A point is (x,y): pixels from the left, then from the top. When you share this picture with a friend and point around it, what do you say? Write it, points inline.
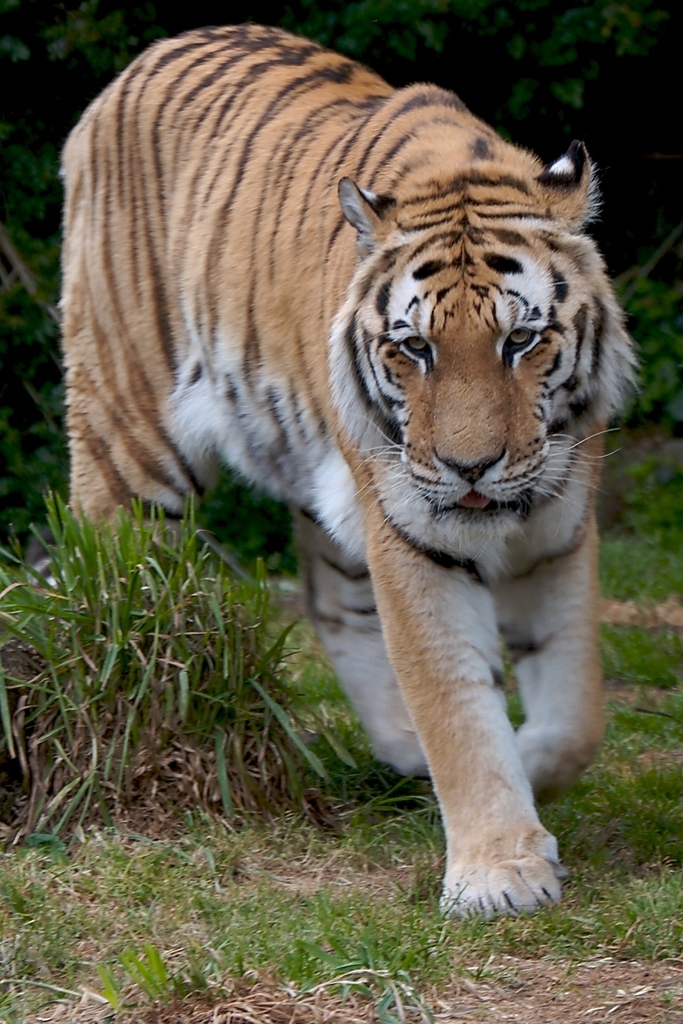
In this picture we can see a tiger (105,364) on the ground (408,829) and in the background (233,514) we can see trees (224,506).
